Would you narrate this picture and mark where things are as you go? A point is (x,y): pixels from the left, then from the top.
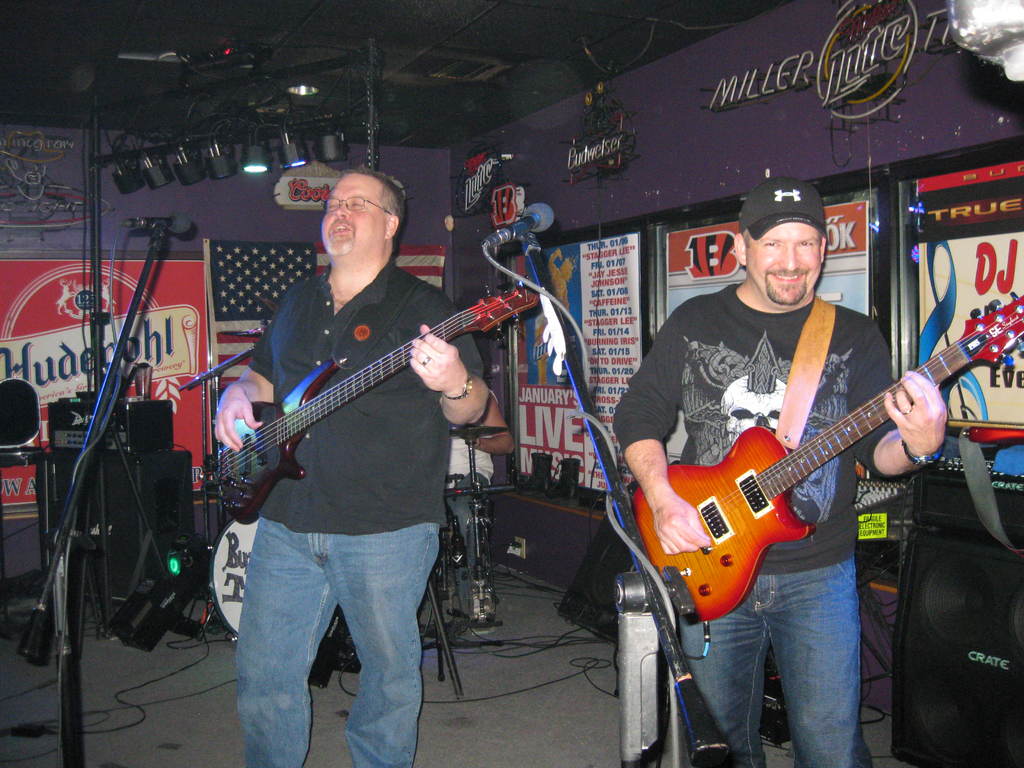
In this picture there are two men (387,430) playing guitar (262,451). There is a mic (138,219) and a light (258,162). There are few posters (558,276) on the wall (246,209).
